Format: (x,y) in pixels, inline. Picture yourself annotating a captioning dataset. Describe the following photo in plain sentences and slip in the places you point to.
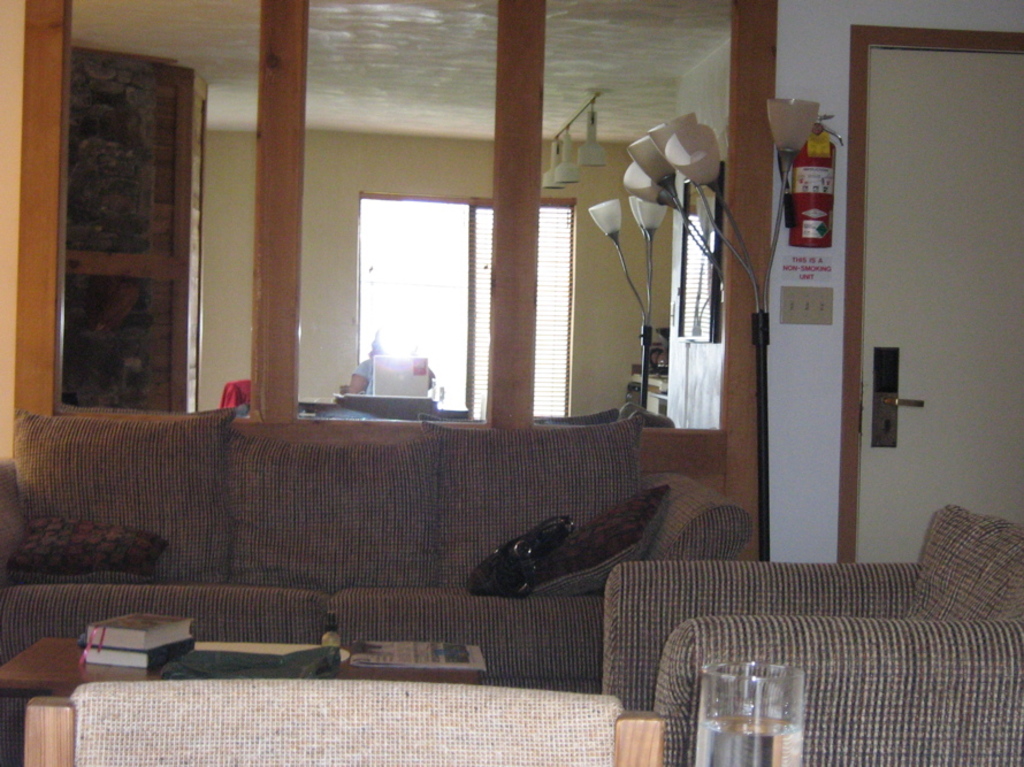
In this image I can see the room (357,352) with couch (361,553), pillow (57,557), water glass (728,754), fire extinguisher (801,203), lamp (640,184), window blind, laptop (416,386) and the person (387,350). The person (381,351) is sitting in-front of the laptop (399,380). And some of the books (137,641) are on the table (58,665).
